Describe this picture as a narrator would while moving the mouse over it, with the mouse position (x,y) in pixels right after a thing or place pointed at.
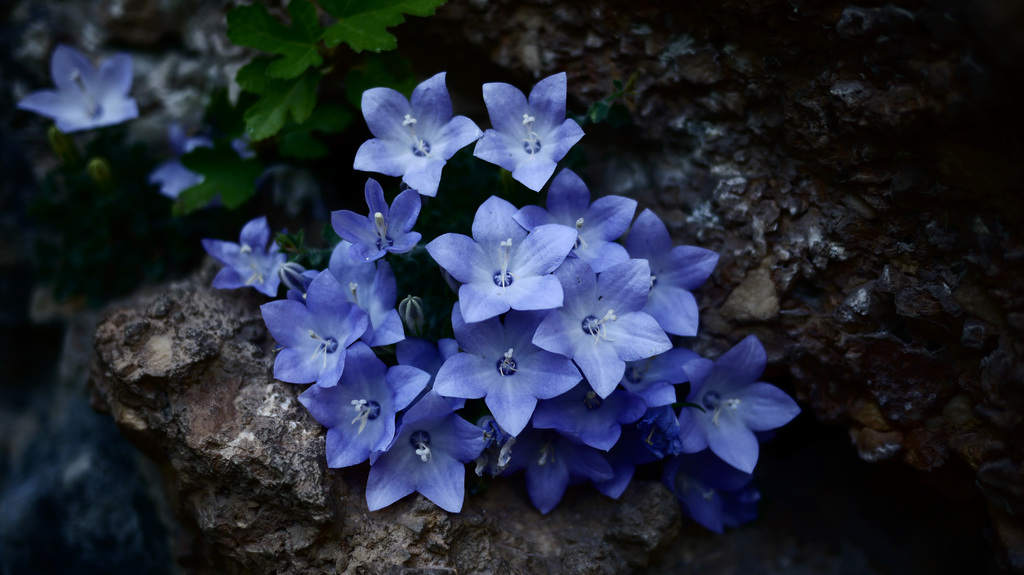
In this picture I can see a plant (404,332) with buds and flowers (650,365), there is a rock (208,554), and there is blur background (55,287).
